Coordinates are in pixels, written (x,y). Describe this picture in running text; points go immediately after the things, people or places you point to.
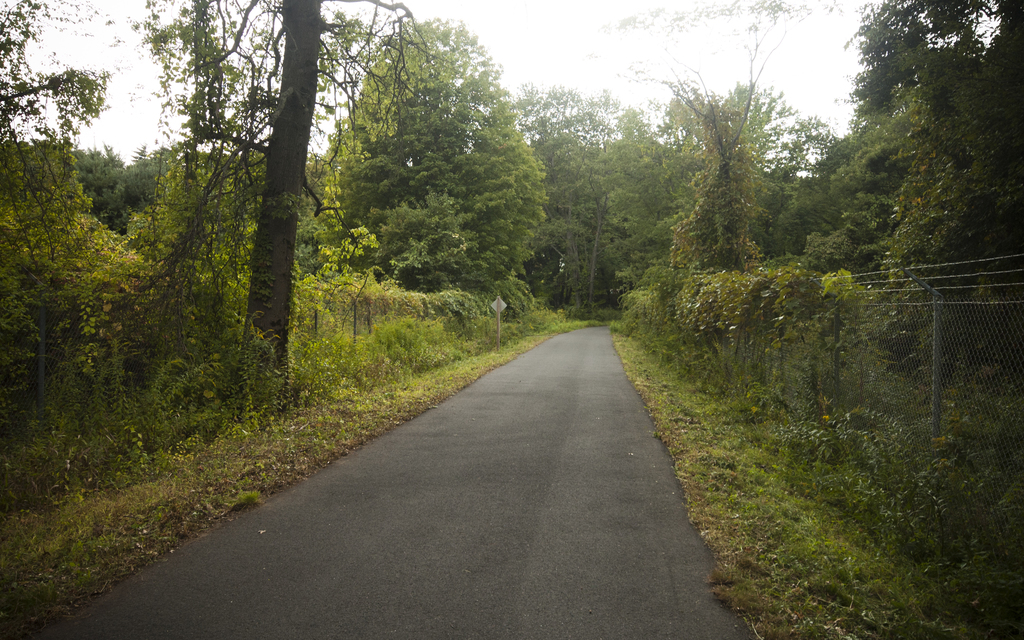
In this image, there is an outside view. There is a road (603,332) in between trees (670,239). There is a fencing (937,342) on the right side of the image (934,347). There is a sky (708,86) at the top of the image (527,55).
